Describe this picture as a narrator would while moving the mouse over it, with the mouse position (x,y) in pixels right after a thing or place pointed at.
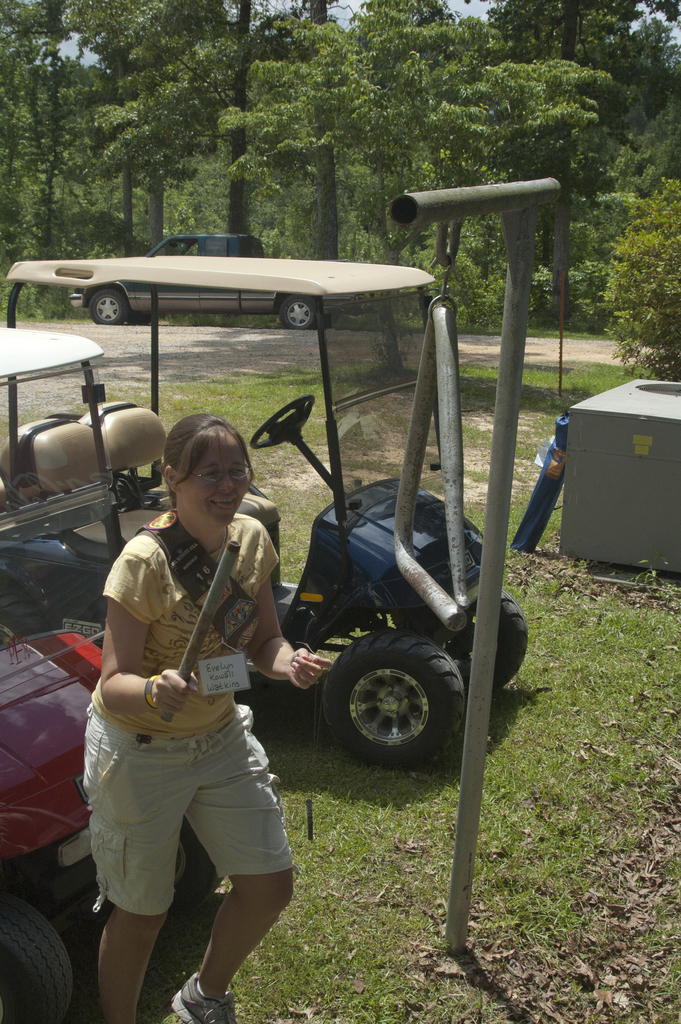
In this image there is a woman (162,766) standing on the ground (247,989). She is holding a stick (189,662) in her hand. Behind her there are vehicles (95,445) on the ground (172,403). There is grass (393,851) on the ground (396,936). Beside her there is a pole (501,347). In the background (508,138) there are trees (343,43) and a road (594,347). There is a car (213,255) parked on the road (186,353). To the right (621,474) there is a box (612,510) on the ground (653,594).
